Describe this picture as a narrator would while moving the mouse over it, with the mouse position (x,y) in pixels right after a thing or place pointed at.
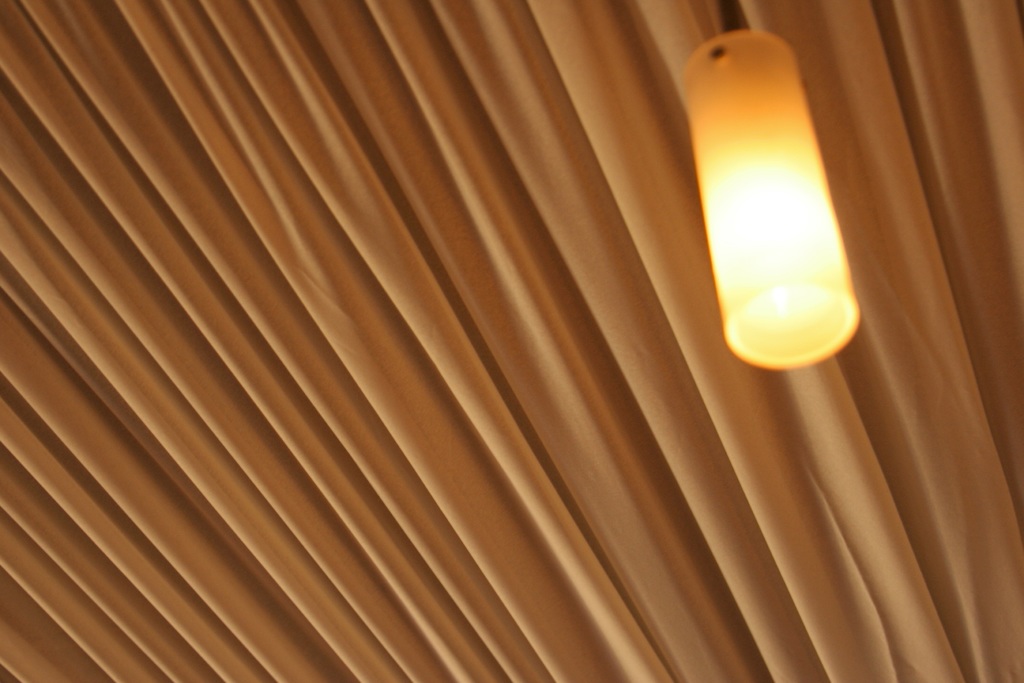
In this image we can see curtain (611,366) and a lamp (770,192).
